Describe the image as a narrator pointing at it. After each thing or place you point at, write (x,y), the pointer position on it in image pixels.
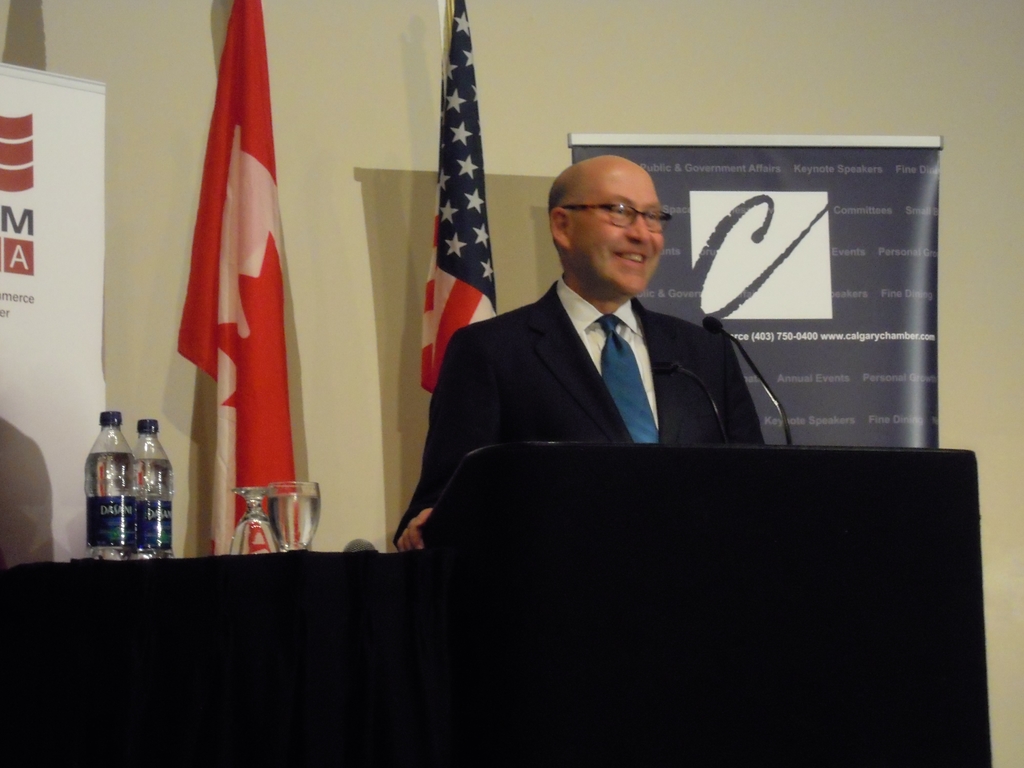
A man (547,293) wear coat (555,306) tie (607,328) and speaking in the microphone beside there are water bottles (158,515).
